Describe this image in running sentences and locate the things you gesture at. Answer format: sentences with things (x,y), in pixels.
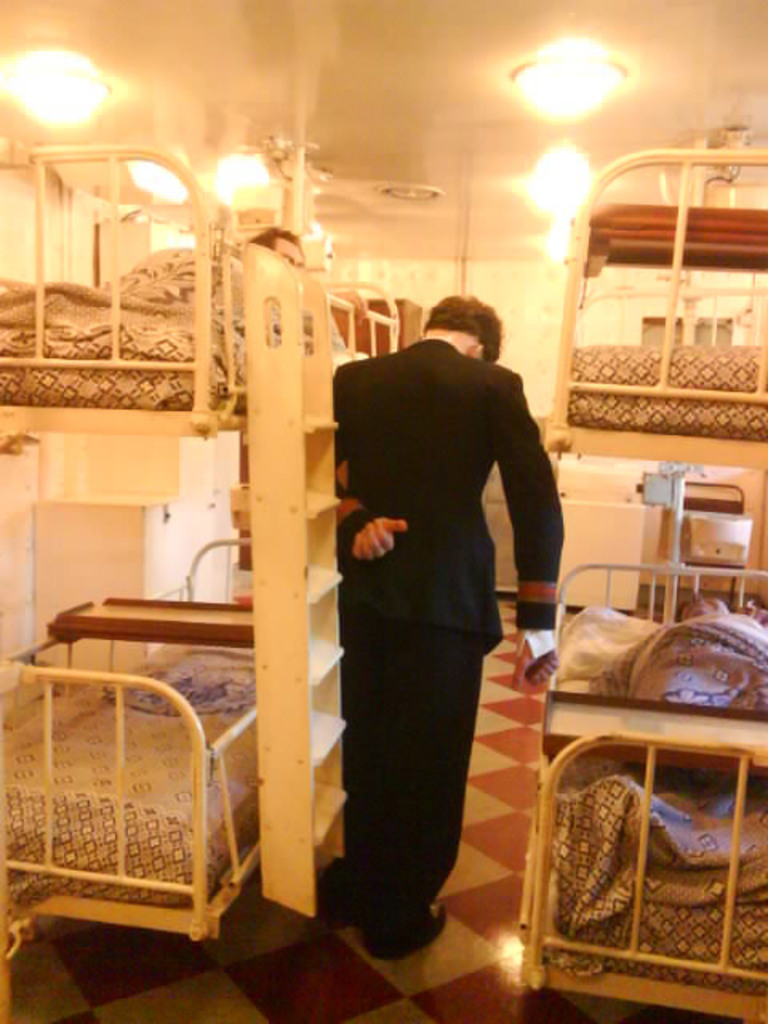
In this image we can see a person (397,646). On the sides there are cots (125,921) with beds (78,388). On the ceiling (388,150) there are lights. Also we can see a ladder (294,679).
